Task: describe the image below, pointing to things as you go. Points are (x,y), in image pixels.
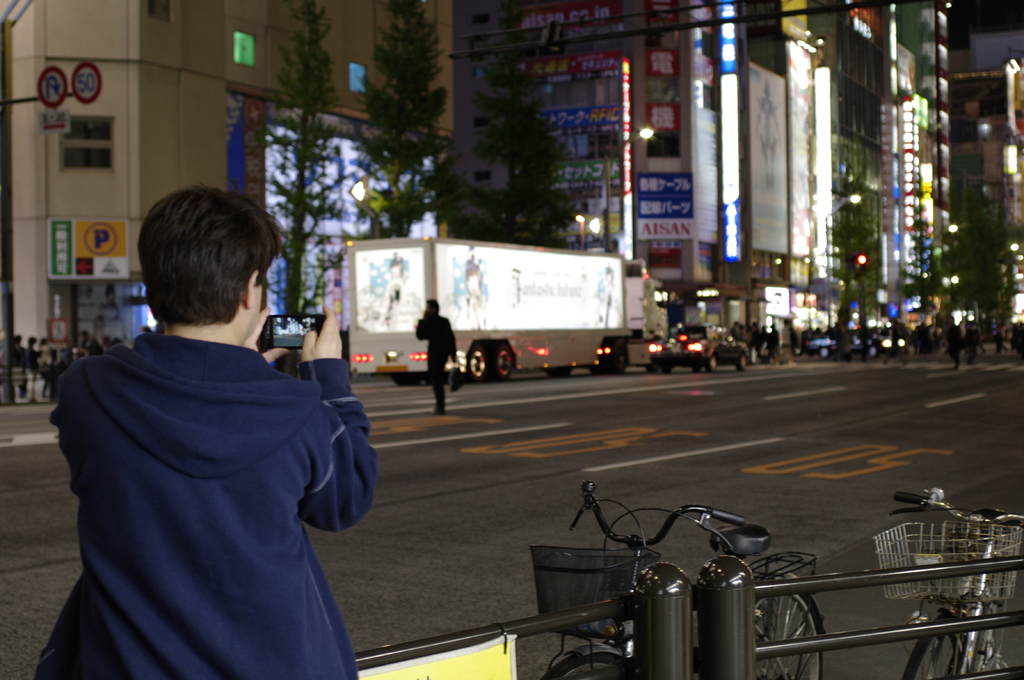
Beside these roads (669,595) there are bicycles (604,589) with baskets (613,573). To this rod (522,626) there is a banner (378,670). Front a person (257,516) is holding a mobile (296,330). Background (730,278) we can see buildings (83,109), signboards (85,259), trees (534,136), vehicles (653,350), people (436,342) and lights (681,338). On buildings (885,244) there are hoardings (648,223).
